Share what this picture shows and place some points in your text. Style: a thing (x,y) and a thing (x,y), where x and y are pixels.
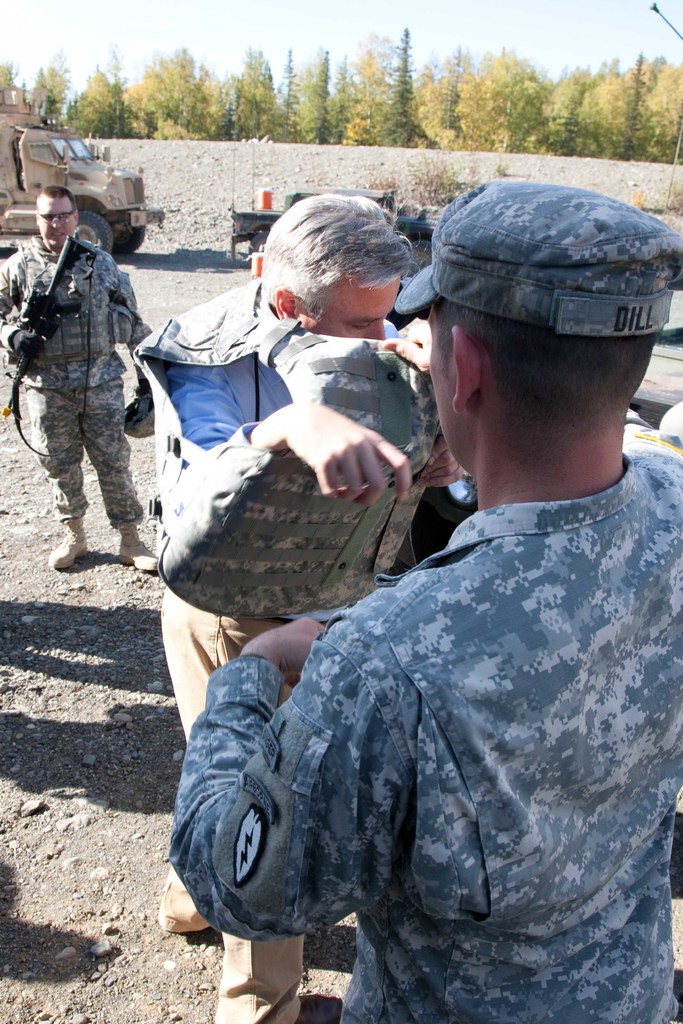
In this image on the right (534,459) there is a man (533,551), he wears a shirt (533,596), cap (492,243), in front of him there is a man (315,371), he wears a shirt (208,428), trouser (202,693). On the left (87,292) there is a man (105,325), he wears a shirt (96,369), trouser (62,501), shoes (149,565), he is holding a weapon (49,295). In the background (32,228) there are vehicles (32,228), trees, plants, land (223,178) and sky (191,38).
